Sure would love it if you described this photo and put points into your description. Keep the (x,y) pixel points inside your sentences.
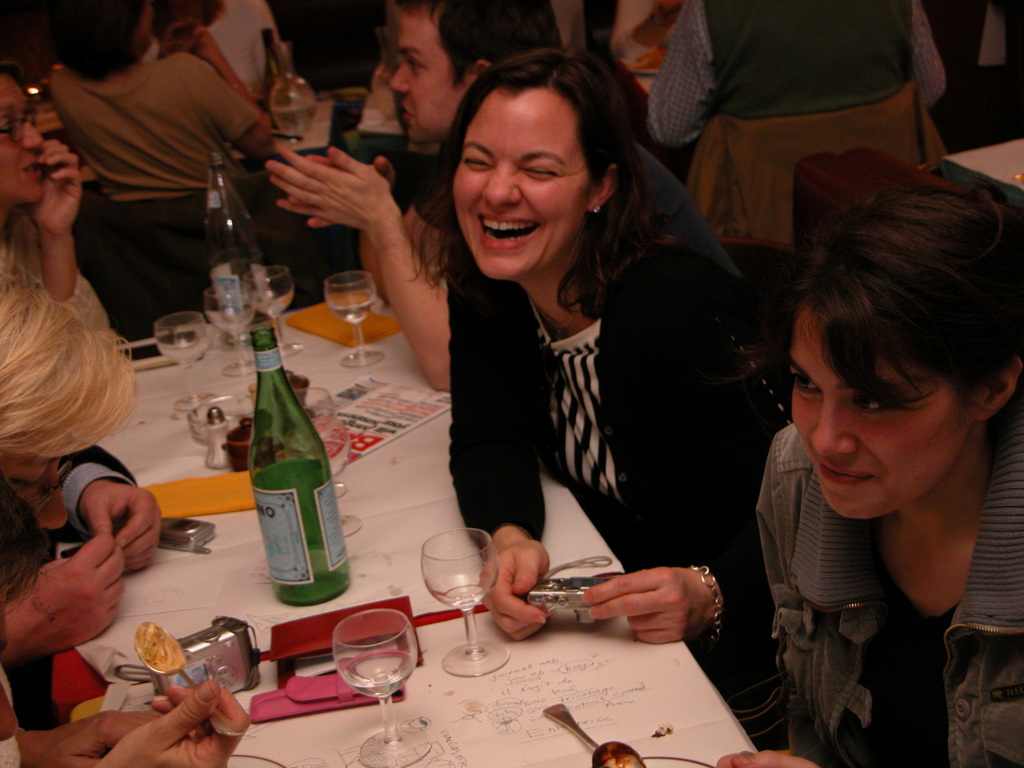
In this image, we can see people (487,132) and some are smiling and holding objects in their hands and we can see bottles (280,103), glasses (235,346) with drink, papers (341,408), spoons (570,715) and some other objects (172,525) are on the table (262,686).
